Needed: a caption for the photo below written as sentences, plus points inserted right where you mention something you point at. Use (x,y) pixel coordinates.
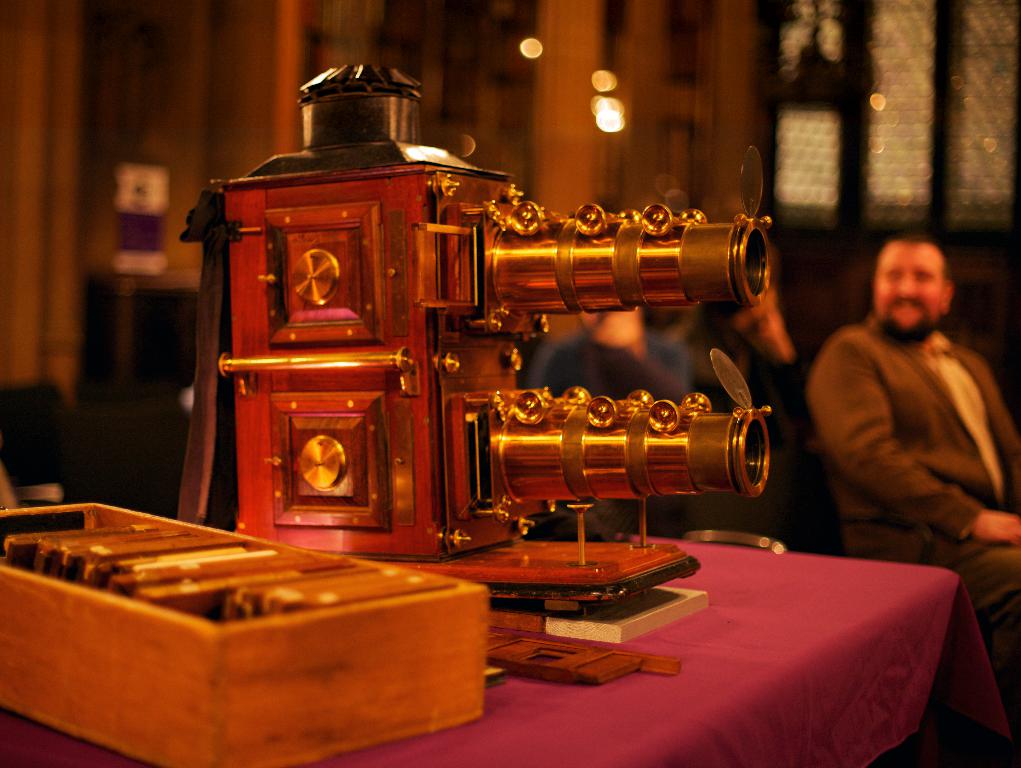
In this picture there is a projector (507,590) in the center of the image (579,357) and there are people (767,336) those who are sitting in the background area of the image (906,287), there are windows (817,145) at the top side of the image (852,150).
